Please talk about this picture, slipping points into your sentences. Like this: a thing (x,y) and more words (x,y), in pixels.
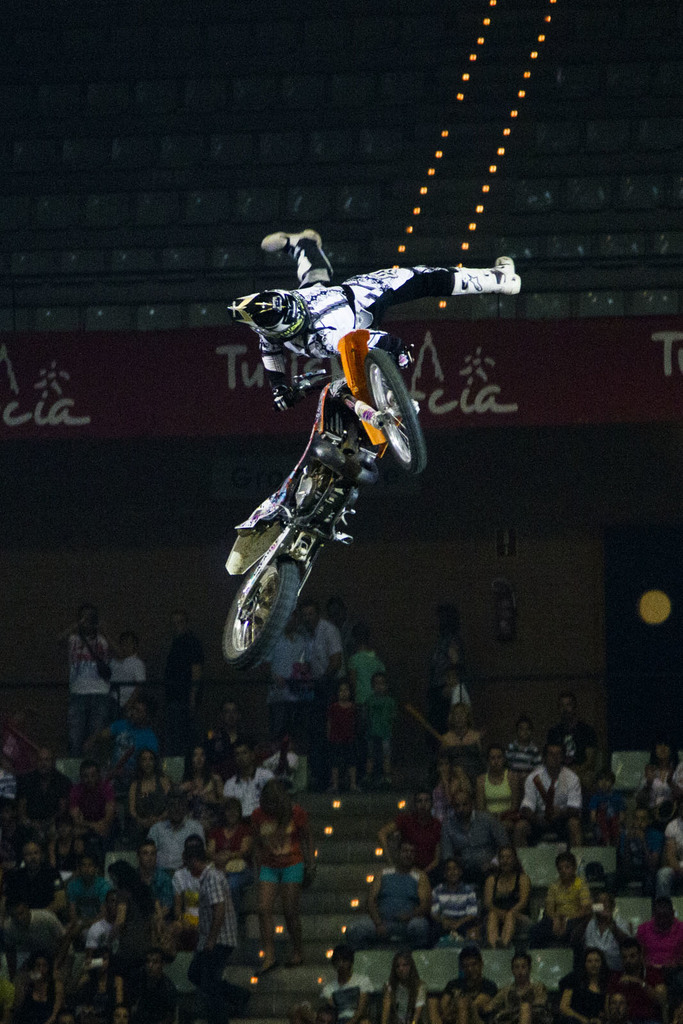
In the center of the image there are people (227,941) walking on the stairs (353,826). There are lights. On both right and left side of the image (121,876) there are people (465,941) sitting on the stairs (241,975). There is a person (348,300) holding the bike (335,418) and he is in the air (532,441). In the background of the image (619,380) there is a banner (478,397). There are chairs (314,138).
